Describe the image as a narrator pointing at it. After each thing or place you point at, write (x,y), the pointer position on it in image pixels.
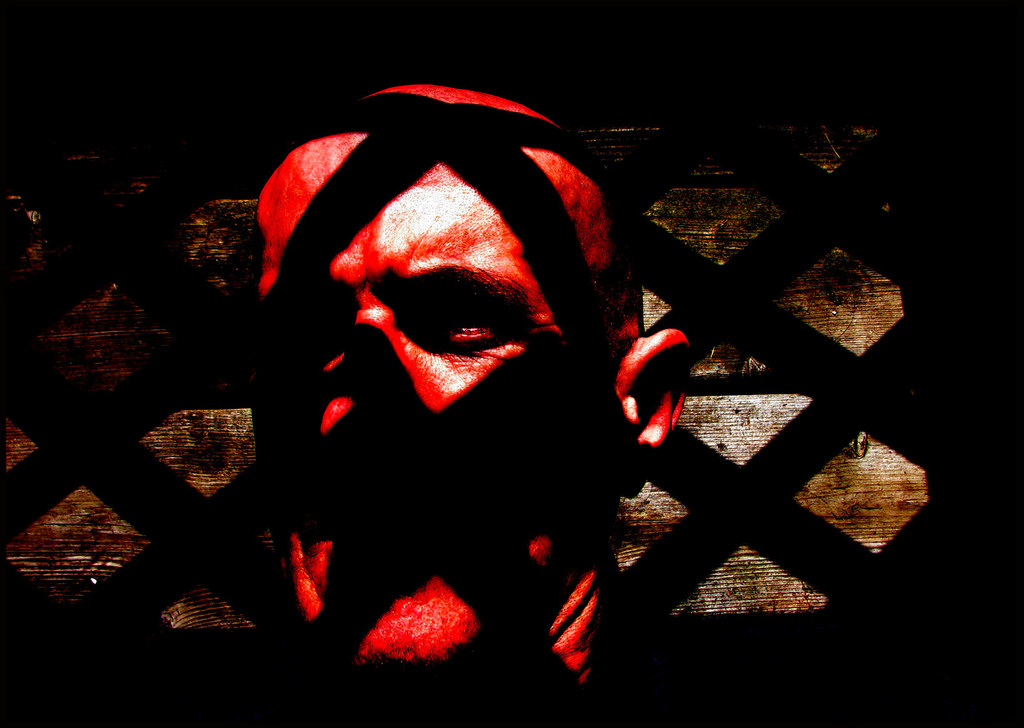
In the image there is a face (459,262) of a person (375,199) with red paint (456,255) and there is some black shadow (387,131) falling on the face (392,436) of the person (435,651).
